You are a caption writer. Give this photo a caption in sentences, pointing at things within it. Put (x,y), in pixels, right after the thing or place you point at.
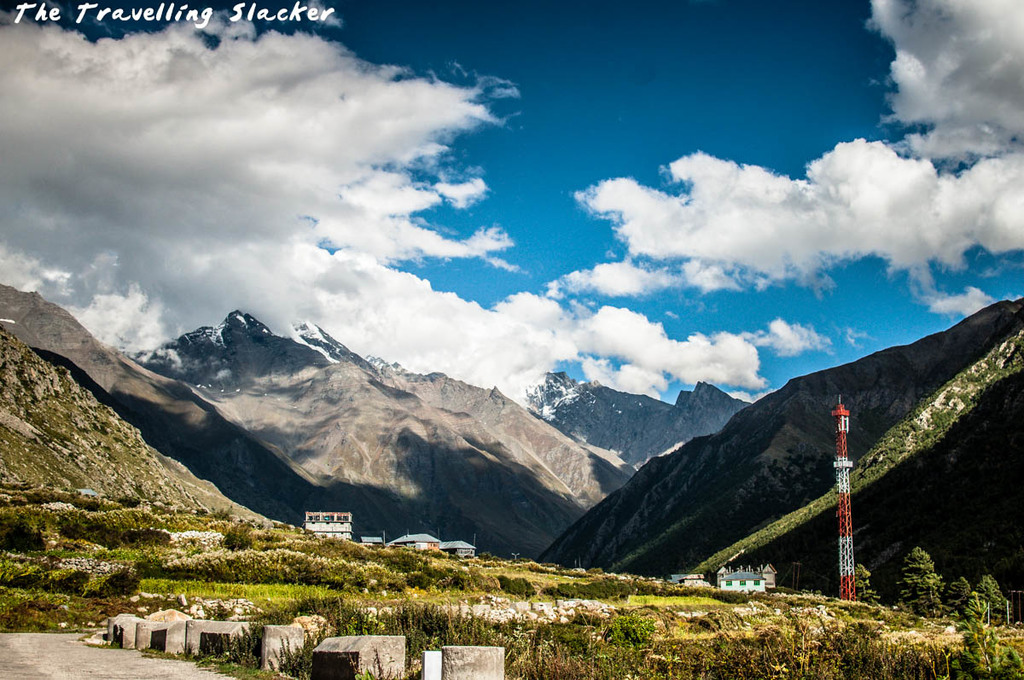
In this image there is sky (162,24), there are clouds (295,191), there is the text (201,23) written on the image, there are buildings (460,546), there are houses (724,578), there are plants (375,567), there are trees (920,578), there is a tower (852,565), there is grass (268,591).
